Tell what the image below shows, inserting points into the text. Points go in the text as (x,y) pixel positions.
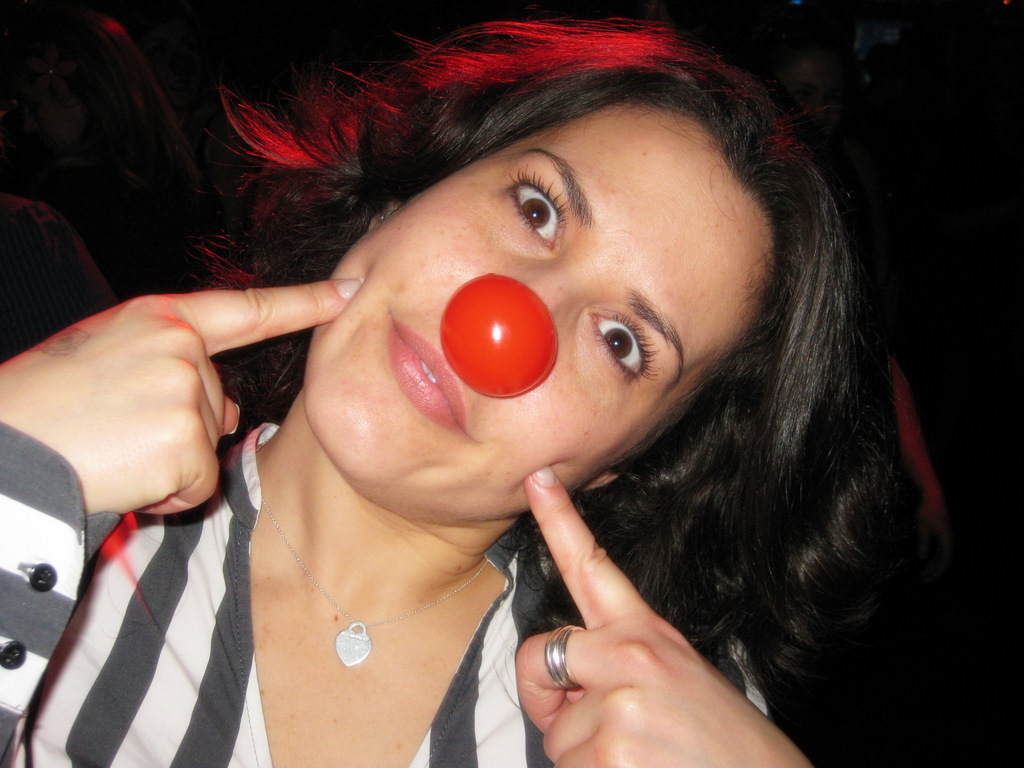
In this picture we can see a woman (482,633) in the front (493,616), she is wearing a clown nose (453,355), there is a dark background (910,78).
